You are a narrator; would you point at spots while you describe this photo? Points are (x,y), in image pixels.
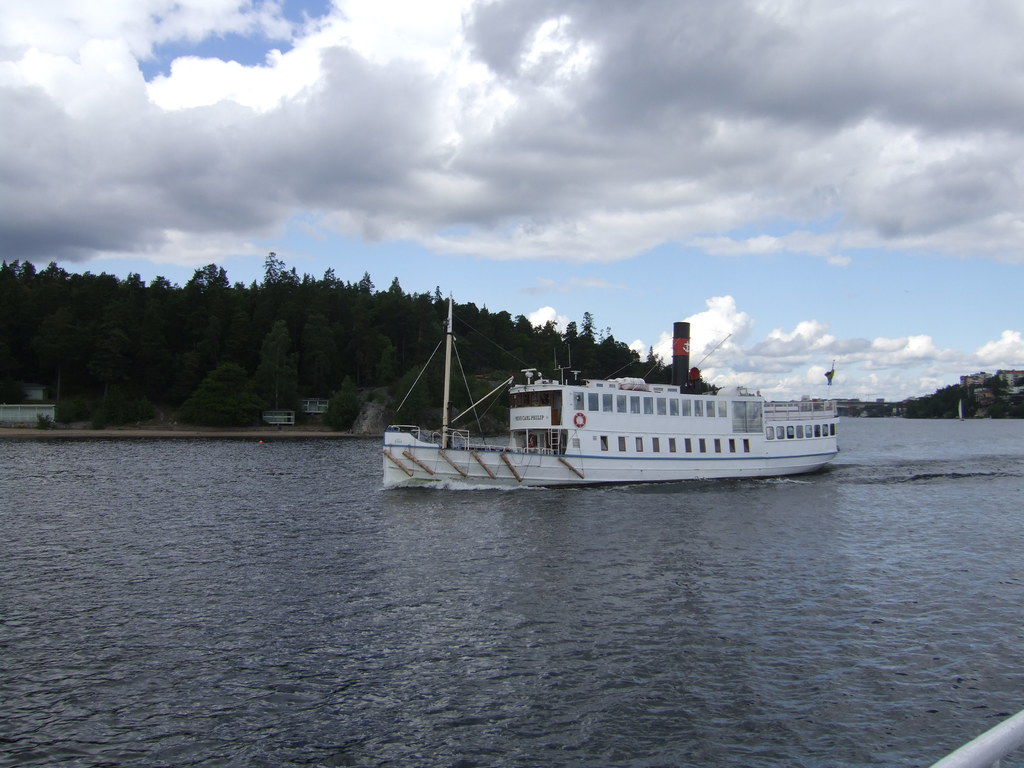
At the bottom of the image (560,640) we can see a river (839,603) and there is a boat (497,455). In the background (129,374) there are trees (368,358) and sky (608,204).
